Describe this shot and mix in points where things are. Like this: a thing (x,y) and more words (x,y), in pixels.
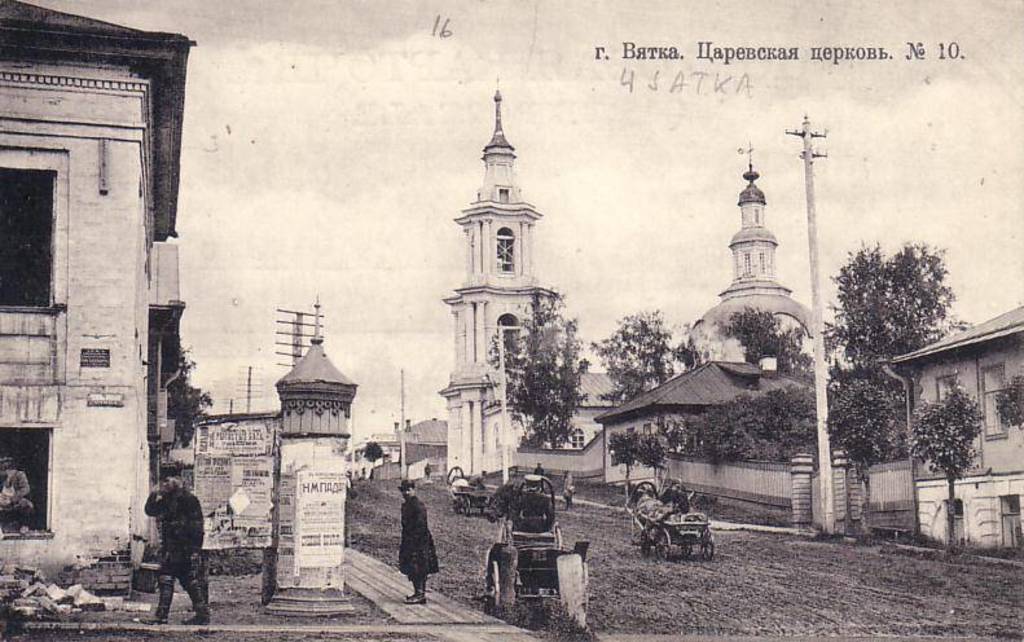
In this image in the front (200,494) there are persons (195,515) standing and there are carts (530,554). In the background (163,388) there are buildings (654,400), trees (782,403) and poles (823,395).
